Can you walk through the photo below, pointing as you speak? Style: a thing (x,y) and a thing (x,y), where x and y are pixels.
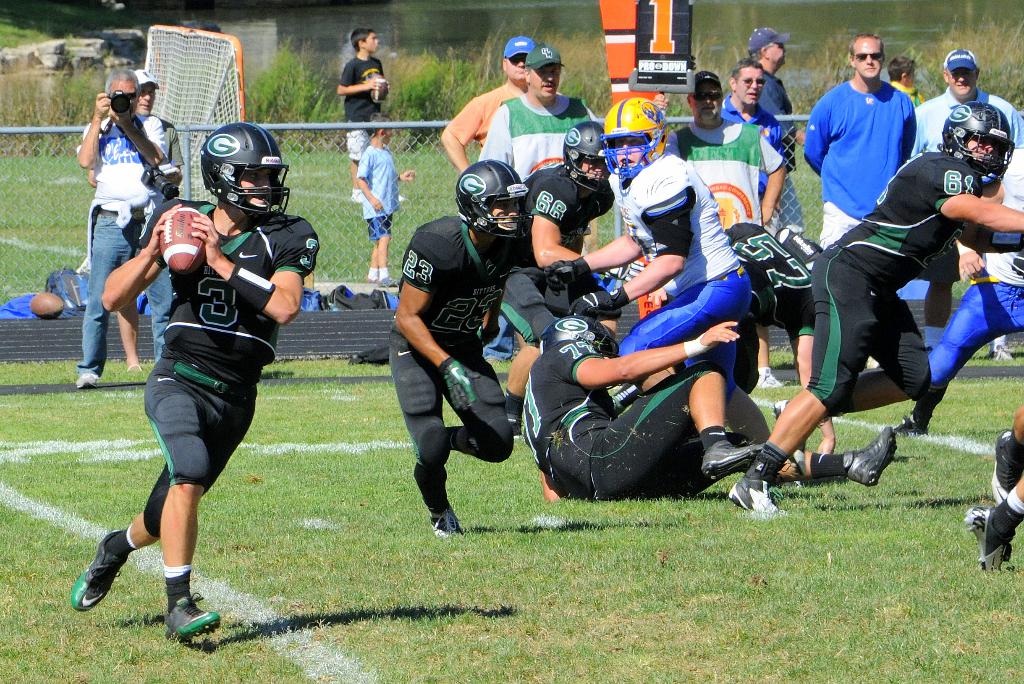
In the center of the image (555,269) we can see players (561,293) on the ground (976,451). In the background (543,41) we can see fencing (32,165), grass (562,47), net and persons (100,150).
